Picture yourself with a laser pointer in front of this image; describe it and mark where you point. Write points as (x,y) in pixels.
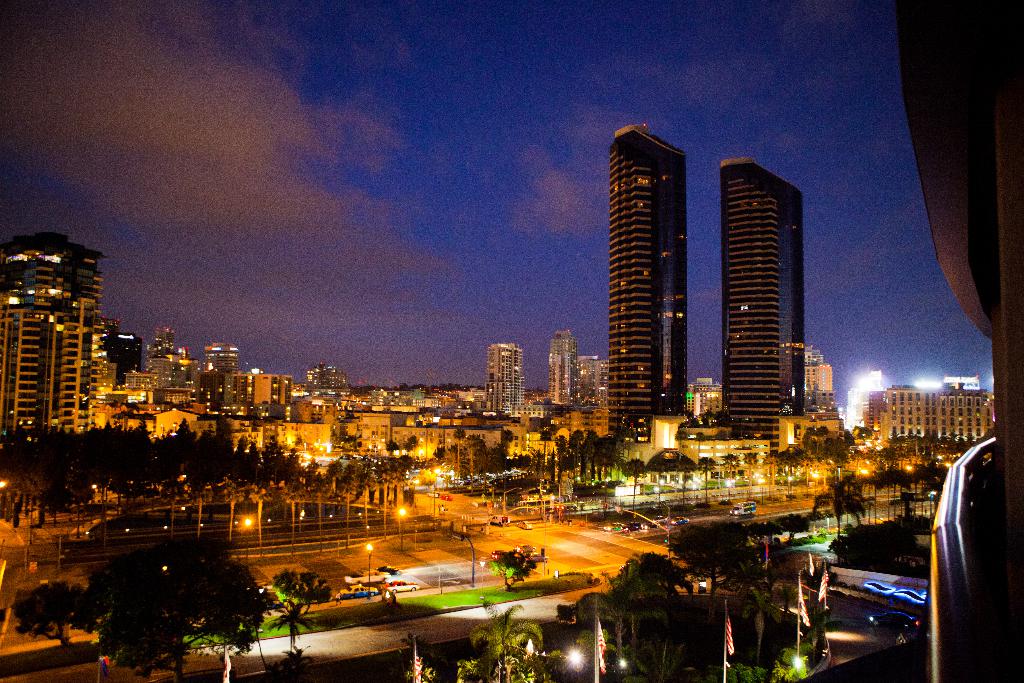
In the picture I can see buildings (502,412), trees (448,461), vehicles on roads (390,558), street lights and other objects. In the background (800,2) I can see the sky (378,205).
